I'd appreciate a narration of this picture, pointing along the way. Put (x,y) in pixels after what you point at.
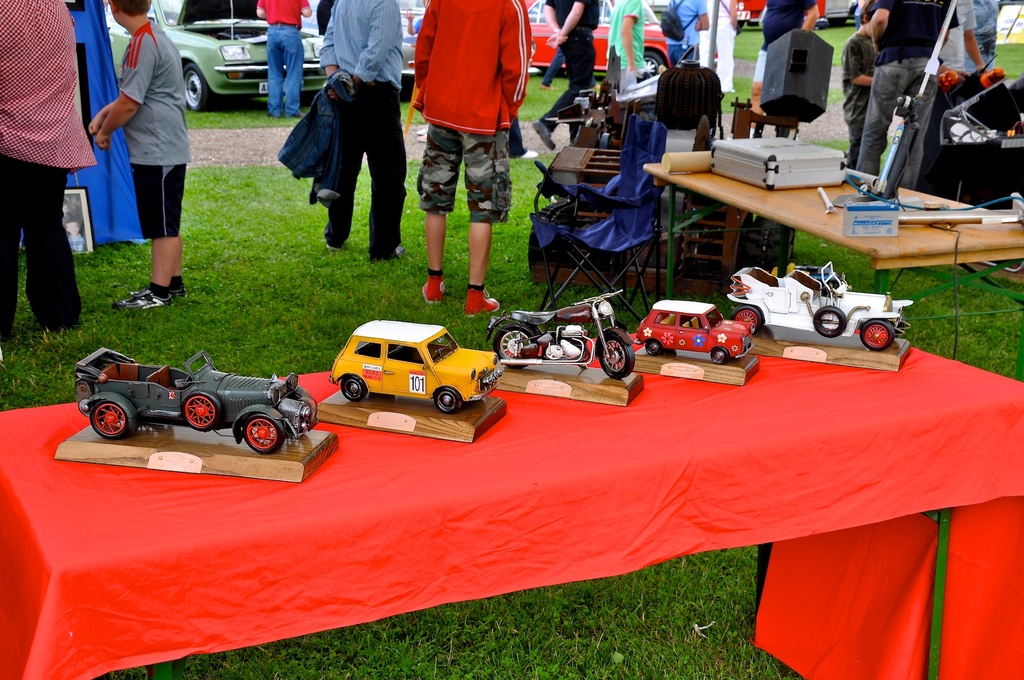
This image is taken outdoors. At the bottom of the image (738,560) there is a ground (559,623) with grass (611,625) on it. In the background (219,59) a few cars (316,52) are parked on the ground (745,34). A few people (686,40) are standing and a few are walking on the ground (221,179). There is a tent (86,177). On the right side of the image (810,228) there is a table (780,230) with a few things (802,179) on it and there are a few empty chairs (618,219). In the middle of the image (577,404) there is a table (430,442) with a tablecloth (351,505) and a few toy cars (748,342) and a bike (559,358) on it.
